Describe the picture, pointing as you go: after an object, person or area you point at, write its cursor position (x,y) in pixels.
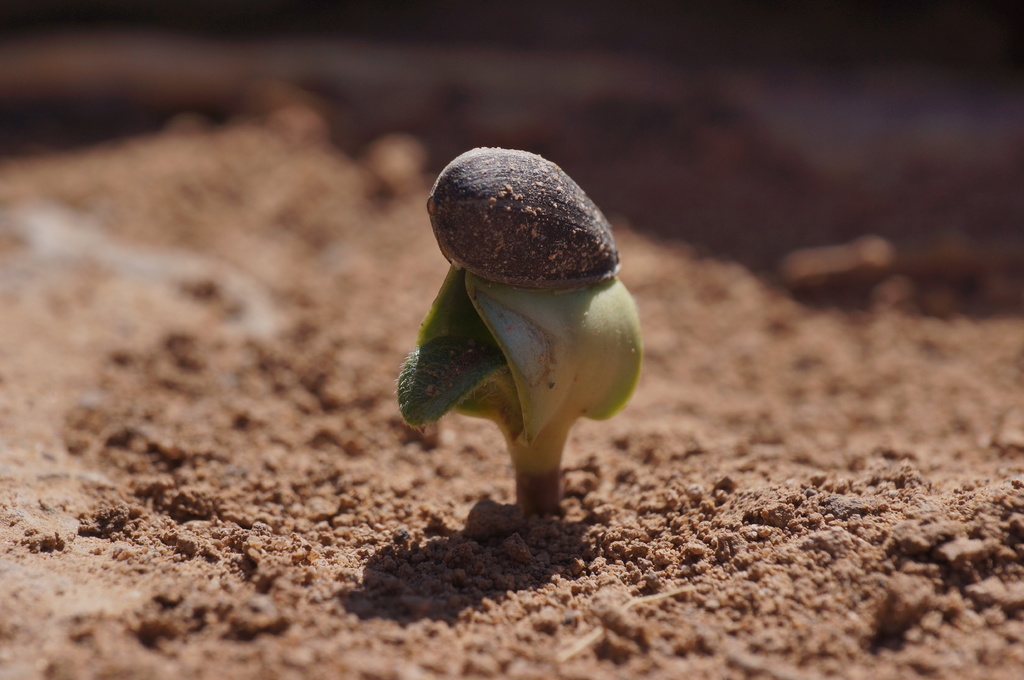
In the center (473,267) we can see sapling plant (505,233).
